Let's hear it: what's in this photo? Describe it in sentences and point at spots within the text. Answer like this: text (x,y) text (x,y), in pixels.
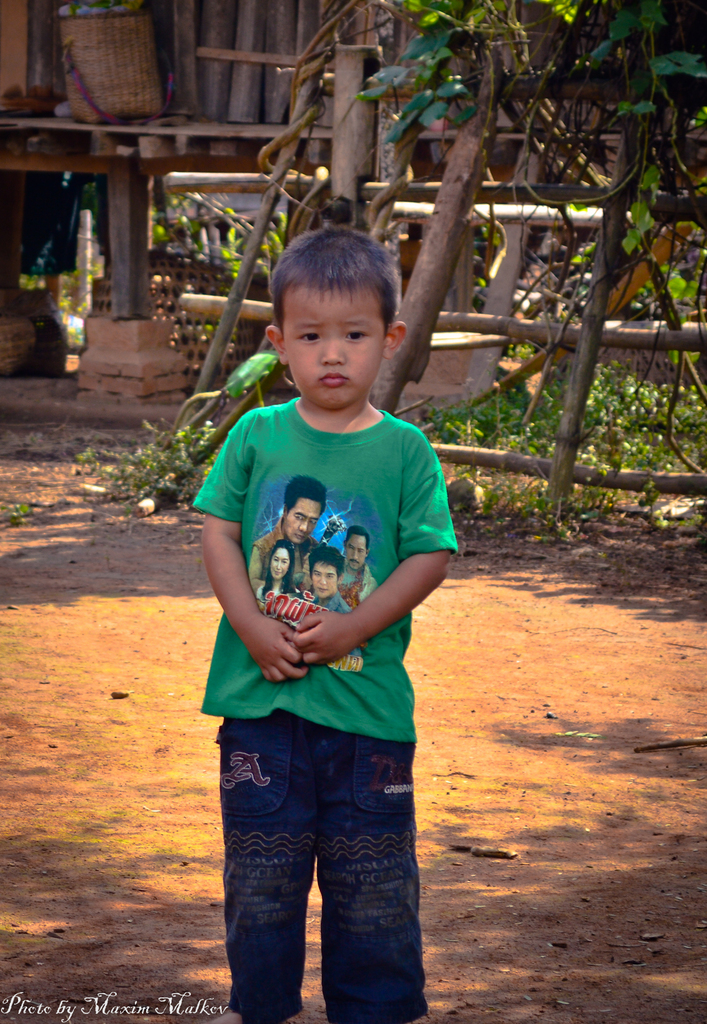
In this image we can see some text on the bottom left side of the image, one boy (311,834) standing in the middle of the image (335,368), some flowers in the basket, one object (420,164) looks like a wooden wall (324,121), some poles (365,152), some objects (526,263) in the background (441,355), some plants (71,308) and grass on the ground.
